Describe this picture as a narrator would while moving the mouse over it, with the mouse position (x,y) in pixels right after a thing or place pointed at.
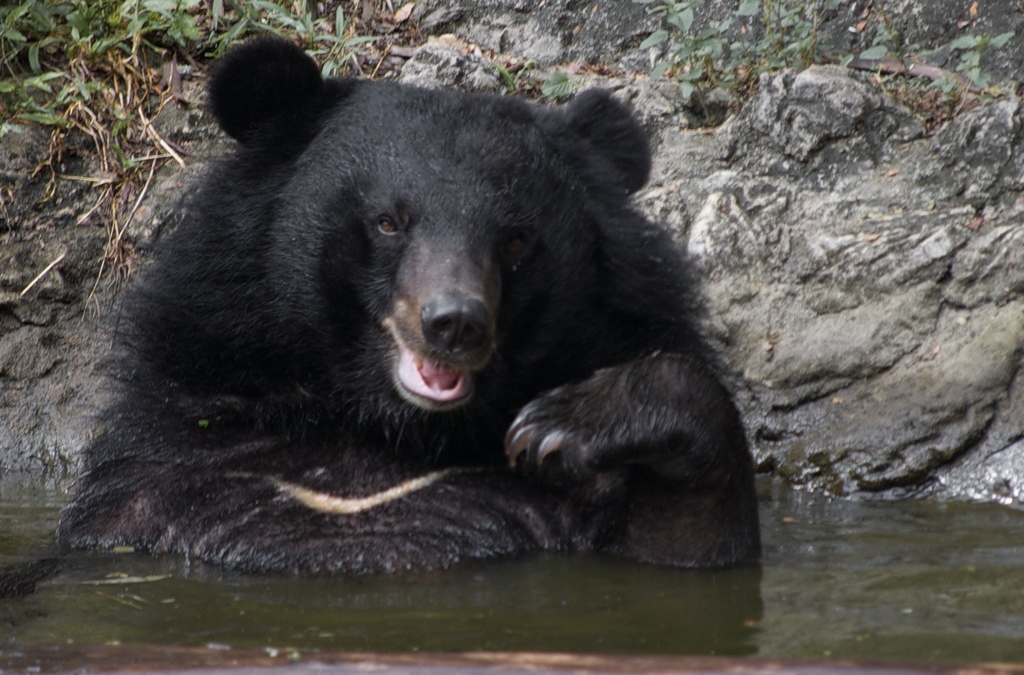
This picture shows a black bear (290,498) in the water (955,525) and we see a rock (971,423) and small plants (124,55).
